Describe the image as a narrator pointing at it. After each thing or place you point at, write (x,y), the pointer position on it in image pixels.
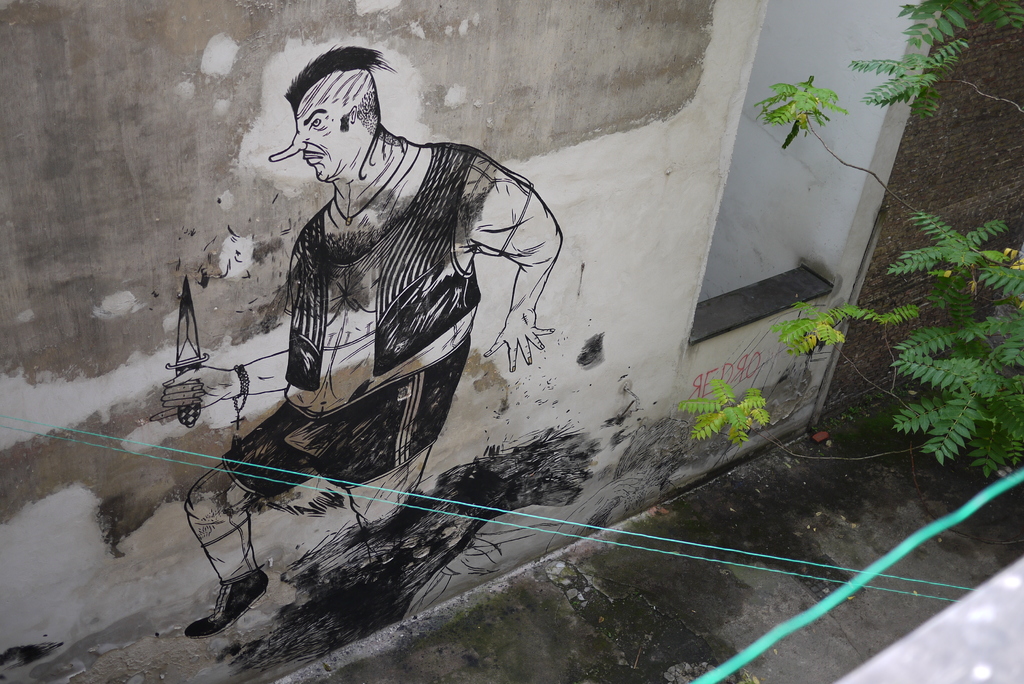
In this image we can see a wall (444,354). On the wall (444,354) we can see a painting (343,303) of a person (305,455) holding a knife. On the right side (943,408), we can see the leaves (948,445).
